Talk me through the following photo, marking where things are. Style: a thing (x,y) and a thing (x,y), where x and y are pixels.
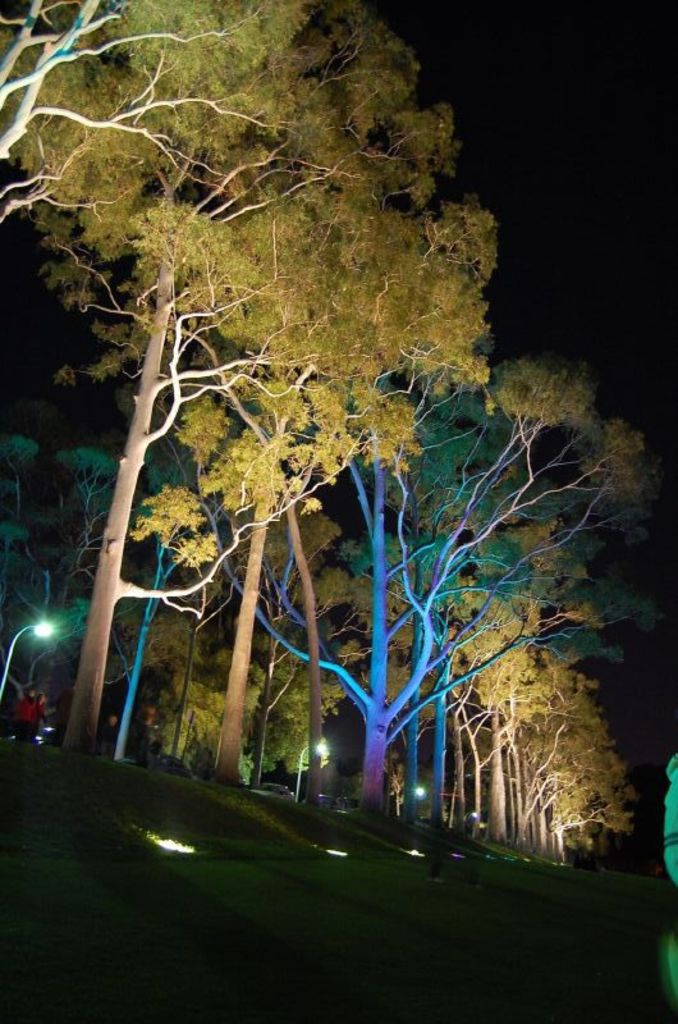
At the bottom of the image (179,850) there are lights (486,855). In the center (415,513) we can see trees (296,476). On the left (37,705) there is a person (37,716).
